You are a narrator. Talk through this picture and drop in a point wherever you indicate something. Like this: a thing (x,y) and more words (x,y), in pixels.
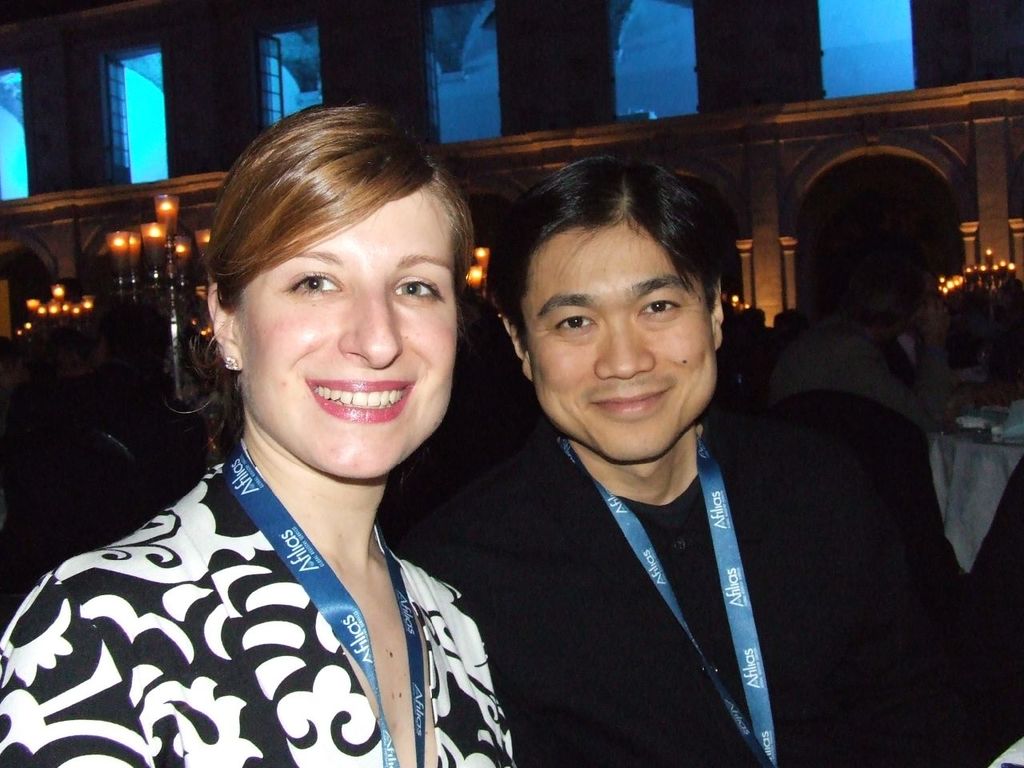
In this image I can see few people (474,521) are wearing white and black color dresses (100,669). I can see few lights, wall (960,150) and few objects (991,428) around. The image is dark.
